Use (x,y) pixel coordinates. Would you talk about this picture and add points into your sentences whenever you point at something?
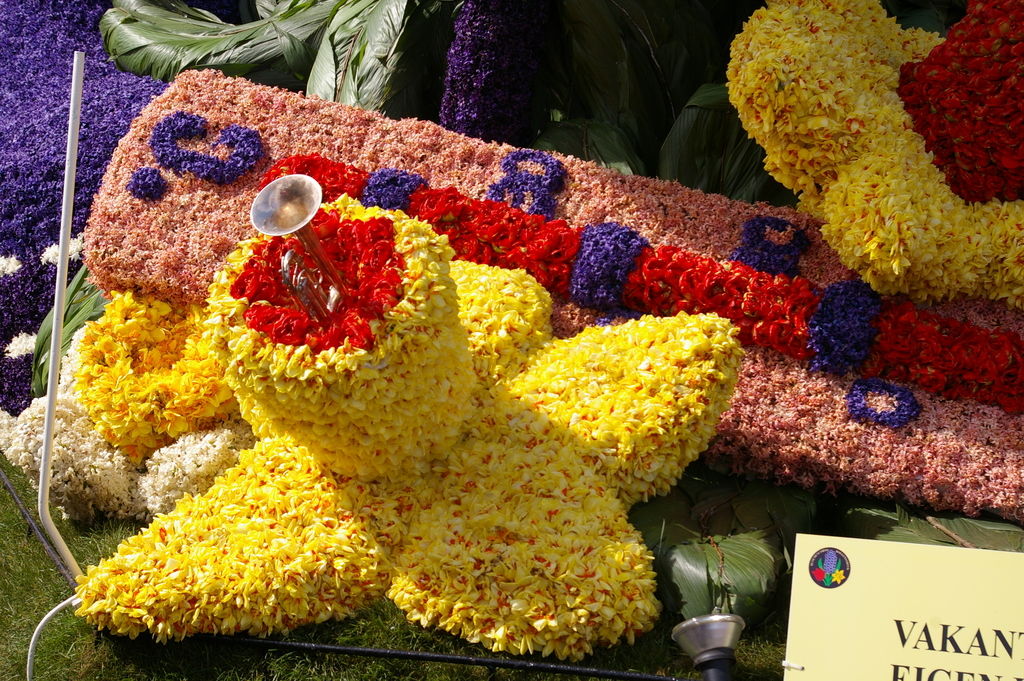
In this image I see flowers (608,305) which are of different in colors and I see a thing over here and I see the green grass (222,653) and I see a board (981,558) over here on which there are words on it and I see the green color things (437,31) and I see the white color thing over here.
